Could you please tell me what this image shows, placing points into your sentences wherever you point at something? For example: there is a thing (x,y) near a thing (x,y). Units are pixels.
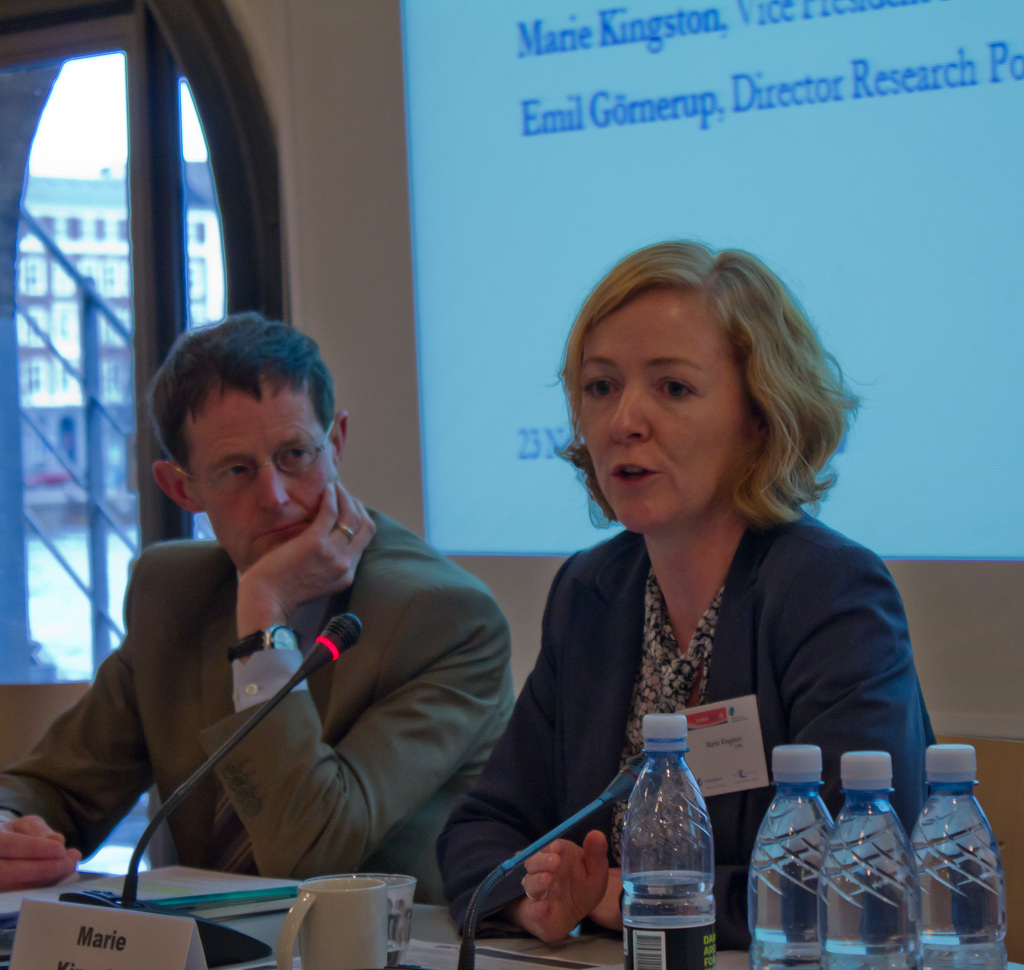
A woman (656,369) is sitting in a chair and speaking. There is a man (417,805) beside her. There are mics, cup (345,928) and some bottles (789,899) on the table (456,965). There is a screen (460,102) behind them.
